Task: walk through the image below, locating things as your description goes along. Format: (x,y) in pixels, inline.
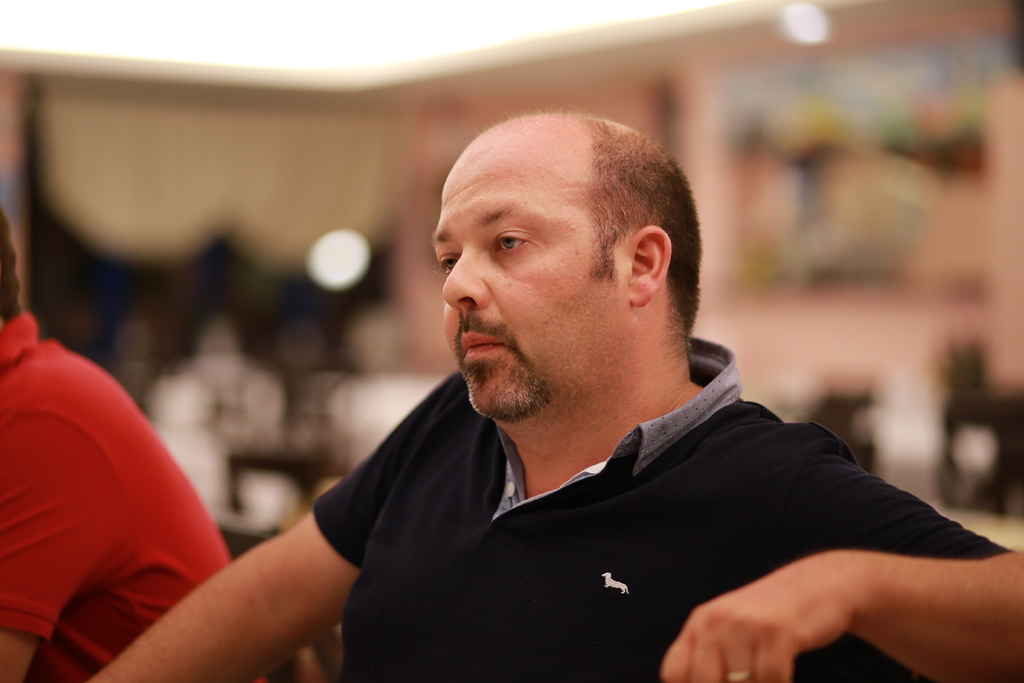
This picture seems to be clicked inside. In the foreground (606,458) we can see the two persons (408,458) wearing t-shirts (515,477) and sitting. The background of the image (252,125) is blurry and there are some objects (898,438) in the background (860,417).
